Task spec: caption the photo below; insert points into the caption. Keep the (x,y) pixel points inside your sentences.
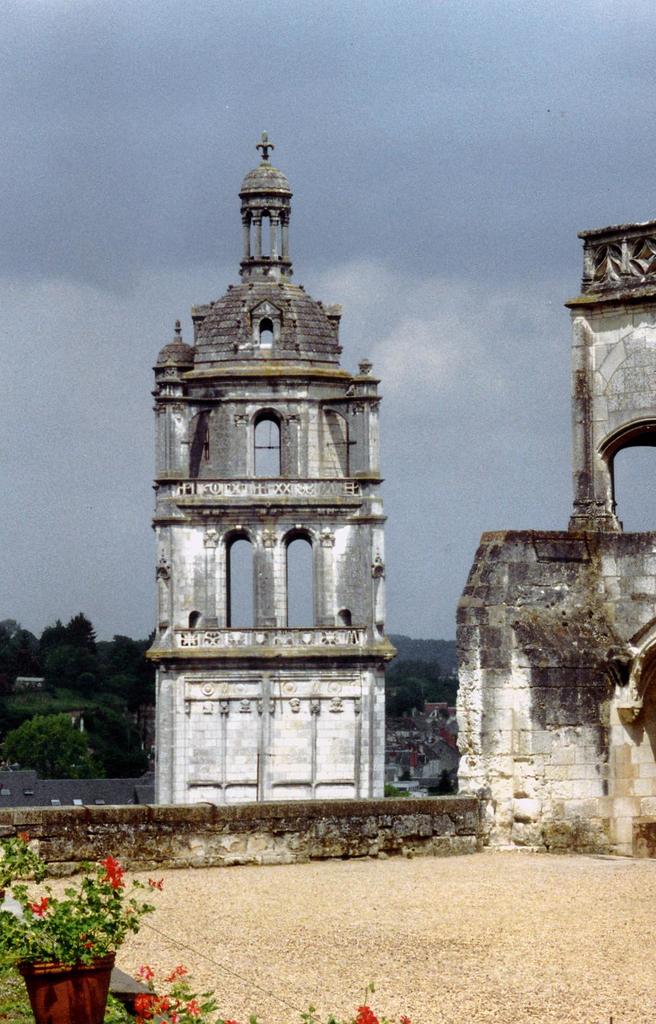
In this image I can see towers (287,576) and flower pots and the sky (494,160).
